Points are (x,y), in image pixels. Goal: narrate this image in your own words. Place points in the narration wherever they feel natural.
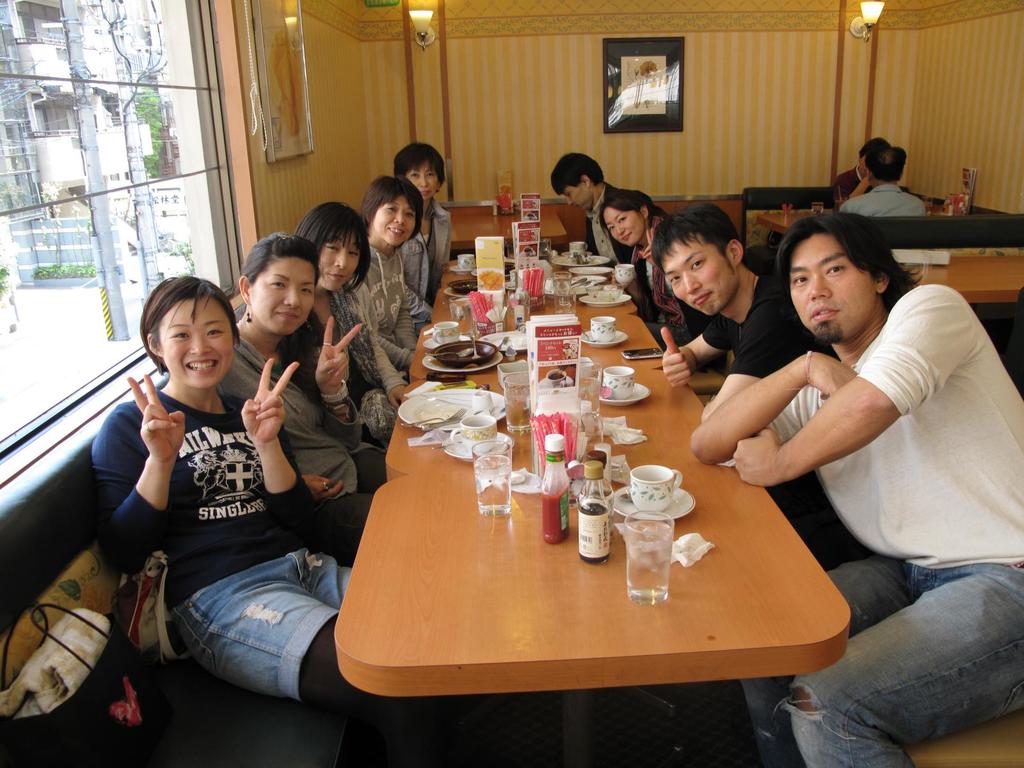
Here we can see that a group of people (870,635) sitting on the chair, and in front (421,593) there are some glasses (510,417) and bottles (516,298) and plates (599,262) and some other objects (606,293) on the table (513,463), and here is the wall (434,94), and photo frame (648,68) on it, and here is the window glass (15,125), and here is the lamp (425,40).
